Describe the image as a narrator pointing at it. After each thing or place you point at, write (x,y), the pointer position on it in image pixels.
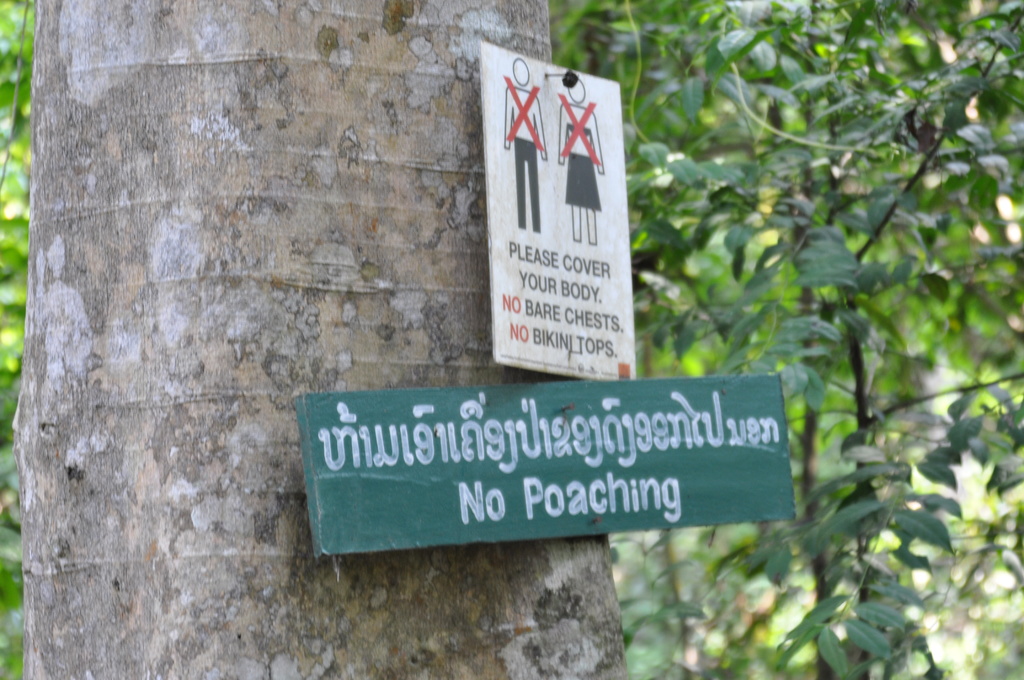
In this image we can see trees (672,199) and information boards (509,224) attached to them.
